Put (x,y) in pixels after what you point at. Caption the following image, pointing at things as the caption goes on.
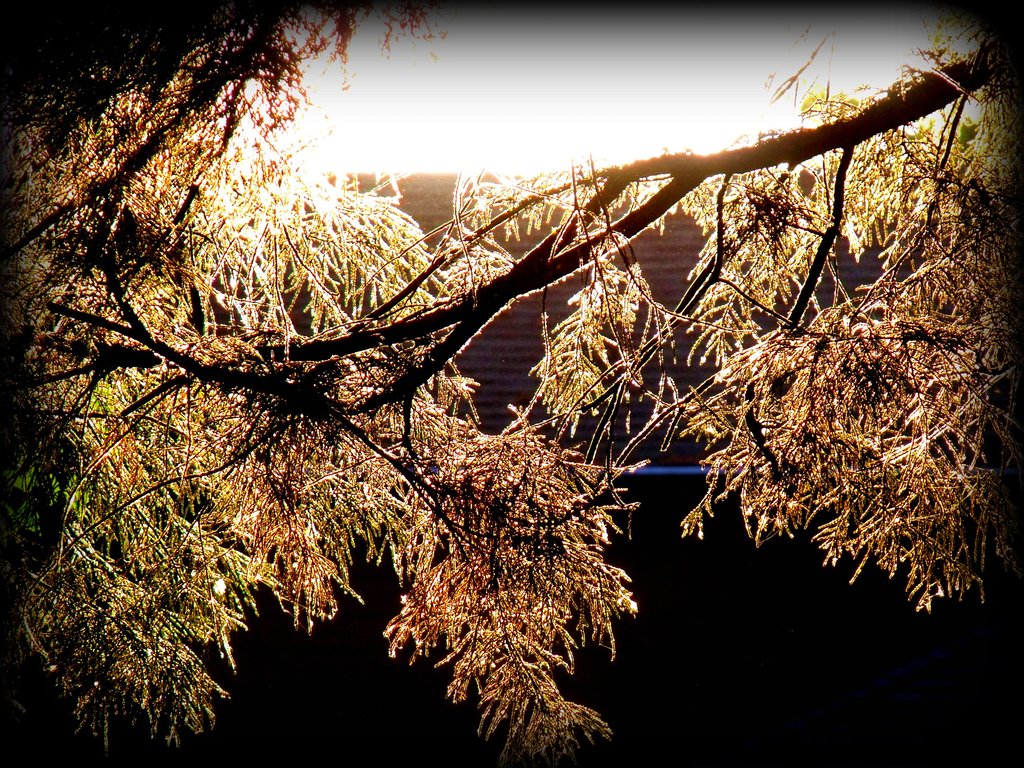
In this image we can see leaves (853,232) on the branches (733,171) of a tree (731,213).
